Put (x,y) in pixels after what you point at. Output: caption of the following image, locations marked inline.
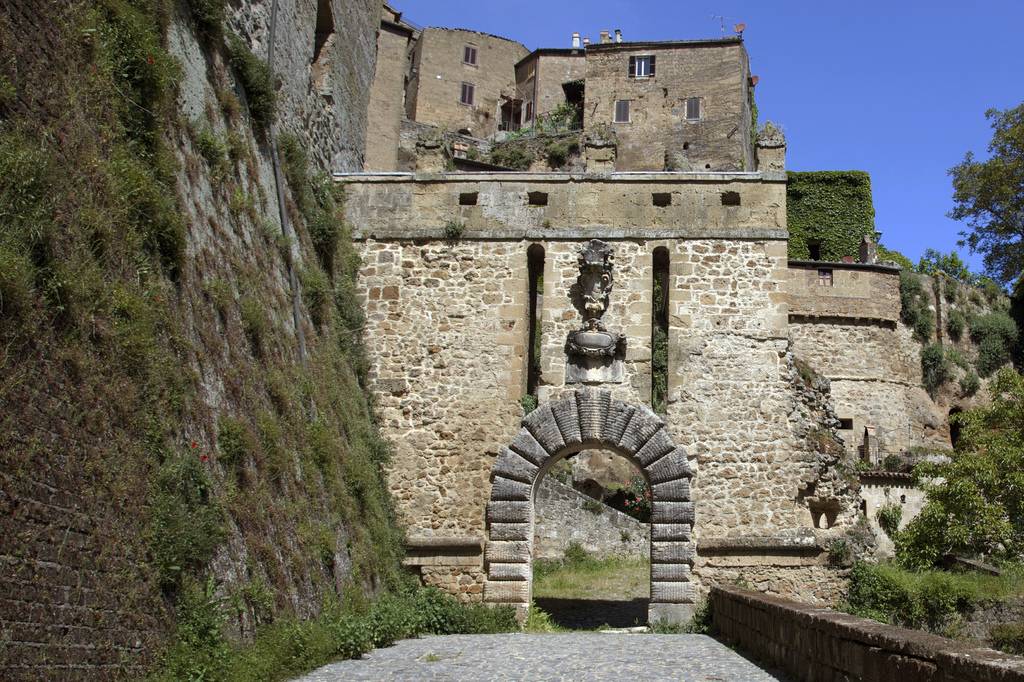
In this picture I can see an arch (507,522) in the middle (614,434), in the background (390,327) it looks like a fort (693,312). On the right side (1001,354) there are trees (1023,143), at the top (656,30) I can see the sky (835,72).
